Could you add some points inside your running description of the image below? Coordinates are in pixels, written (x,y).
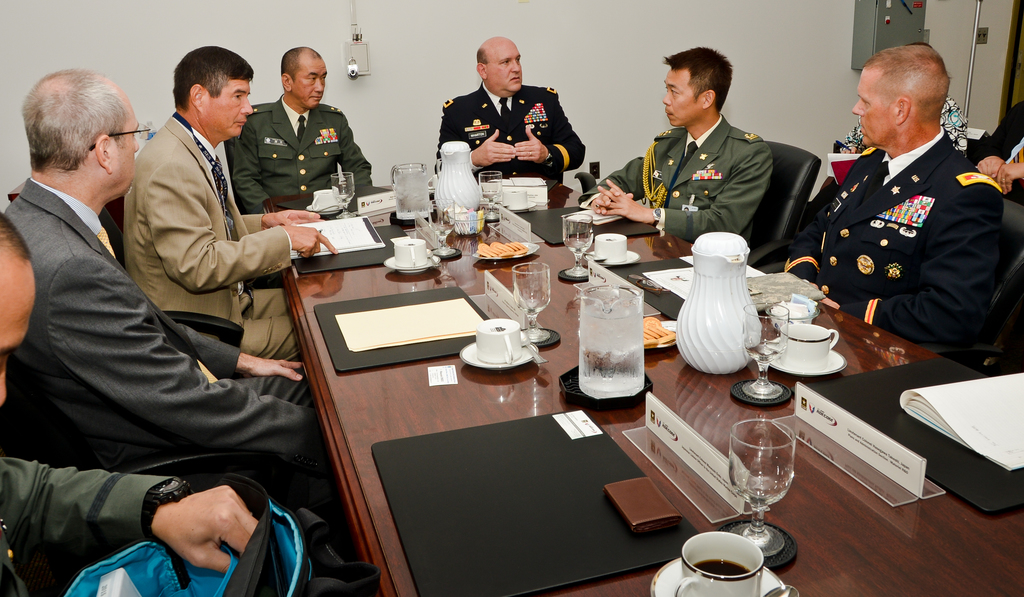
This is a conference room (618,304). Here we can see few men (161,372) sitting on the chairs (187,465) in front of a table (502,273) and talking something and on the table (401,287) we can see files (581,470), boards (711,469), jars (742,348), cup (792,342) and saucers (821,370), and a plate (501,259) of biscuits (486,252) and also glasses (758,504). On the background (573,24) we can see a wall (439,31).
